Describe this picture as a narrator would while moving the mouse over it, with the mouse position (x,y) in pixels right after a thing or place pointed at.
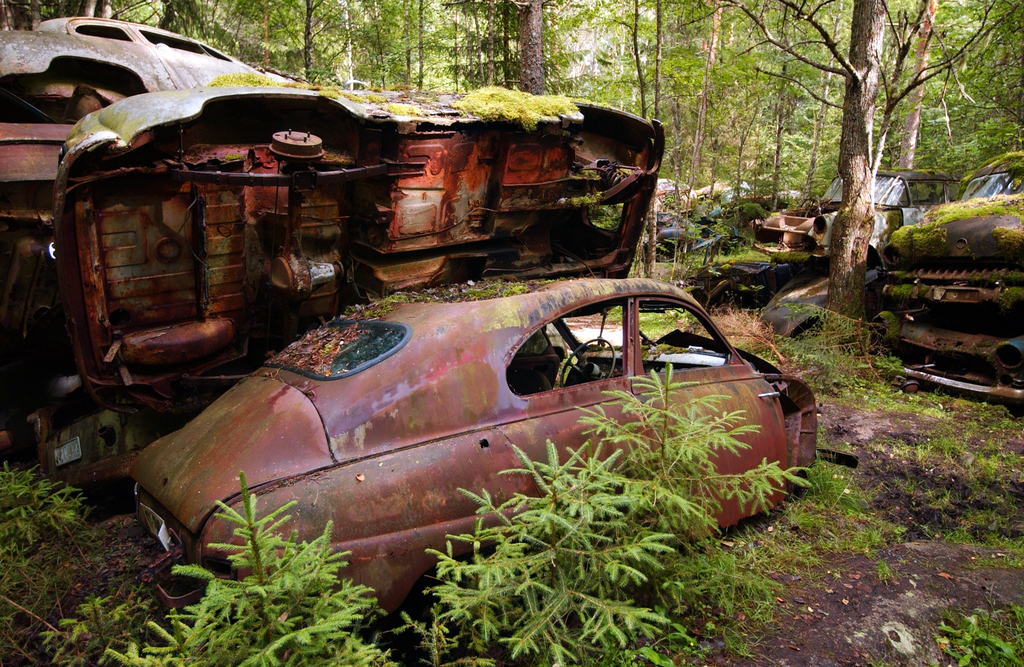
In this image there are some damaged cars (651,290) as we can see in middle of this image (379,290). There are some plants (344,599) at bottom of this image (267,592) and there are some trees (704,134) at top of this image (676,151).
